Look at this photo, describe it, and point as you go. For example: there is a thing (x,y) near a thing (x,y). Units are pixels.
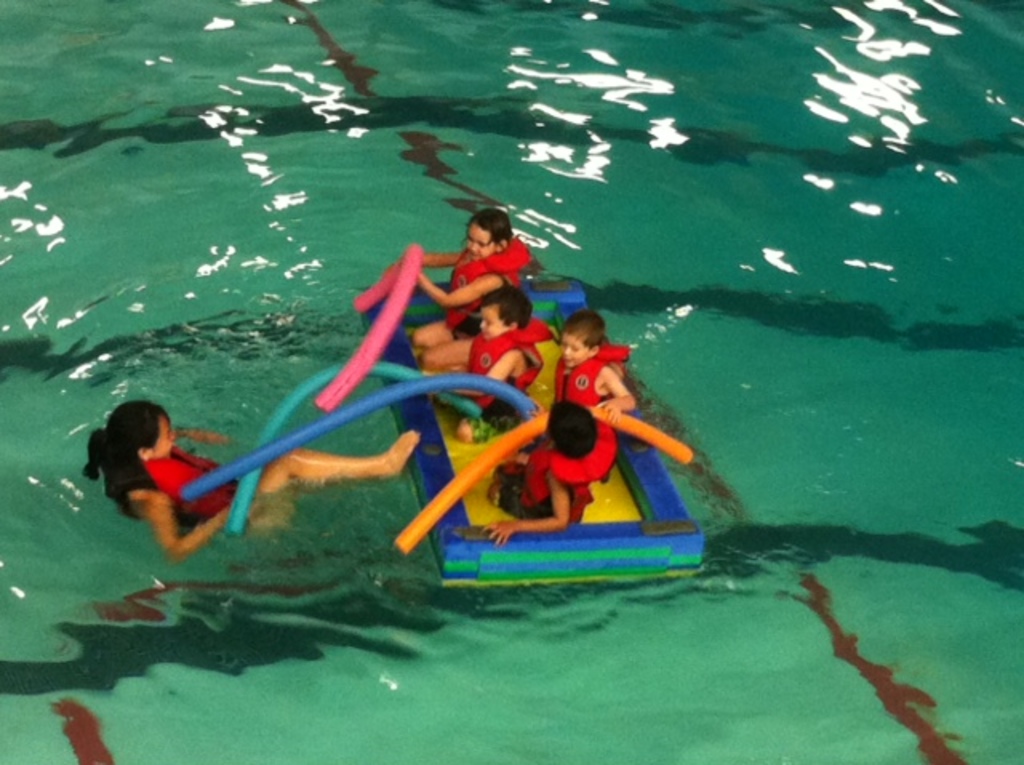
In this image I can see few people (497,330) are sitting on the blue and yellow color object (606,539). The object (609,549) is on the water (18,639). They are wearing red color jackets (461,281) and holding colorful tubes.
